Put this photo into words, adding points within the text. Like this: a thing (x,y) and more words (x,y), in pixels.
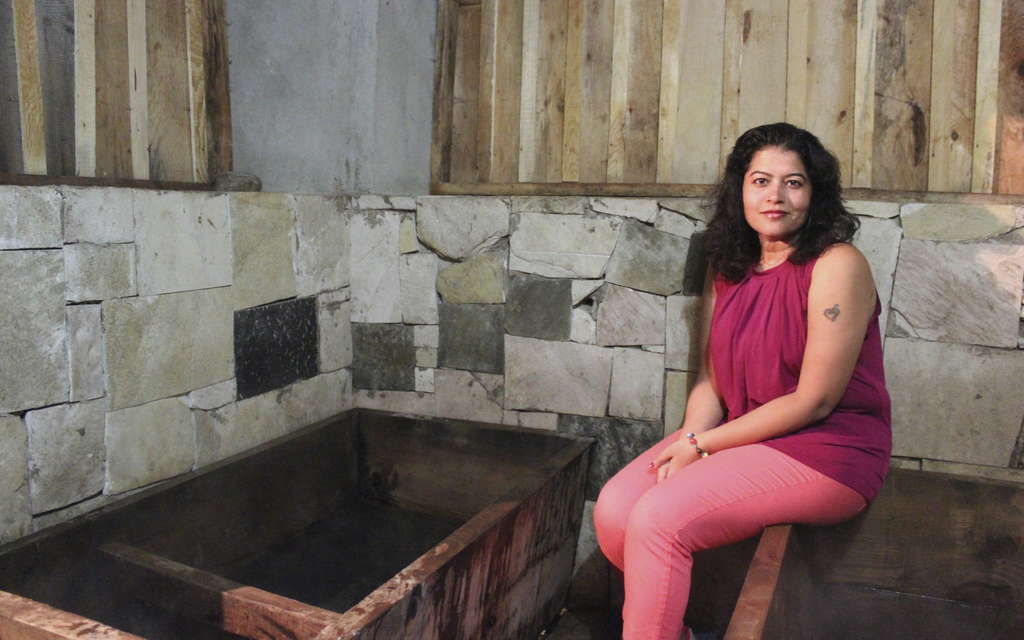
In this picture we can see a woman (721,327) sitting on a wall like thing (732,583), behind we can see wall (699,92), which is in the combination of rocks (460,277) and wood (587,70).
